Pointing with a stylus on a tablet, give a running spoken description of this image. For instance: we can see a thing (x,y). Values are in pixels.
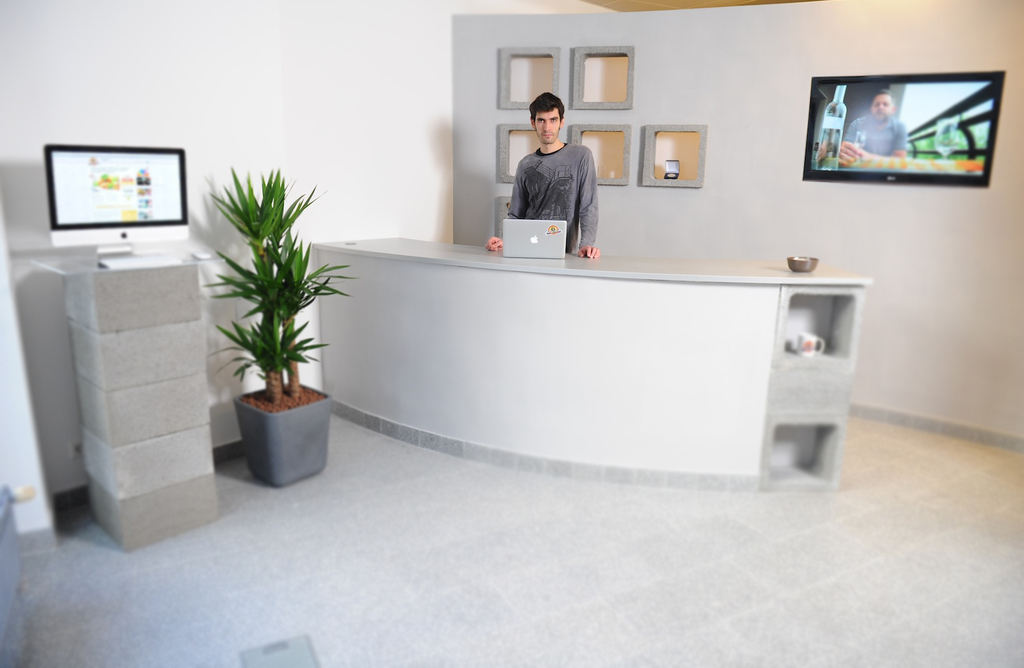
there is a person (530,181) standing near the table (557,272) with a laptop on it there is a house plant (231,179) system and led screen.
